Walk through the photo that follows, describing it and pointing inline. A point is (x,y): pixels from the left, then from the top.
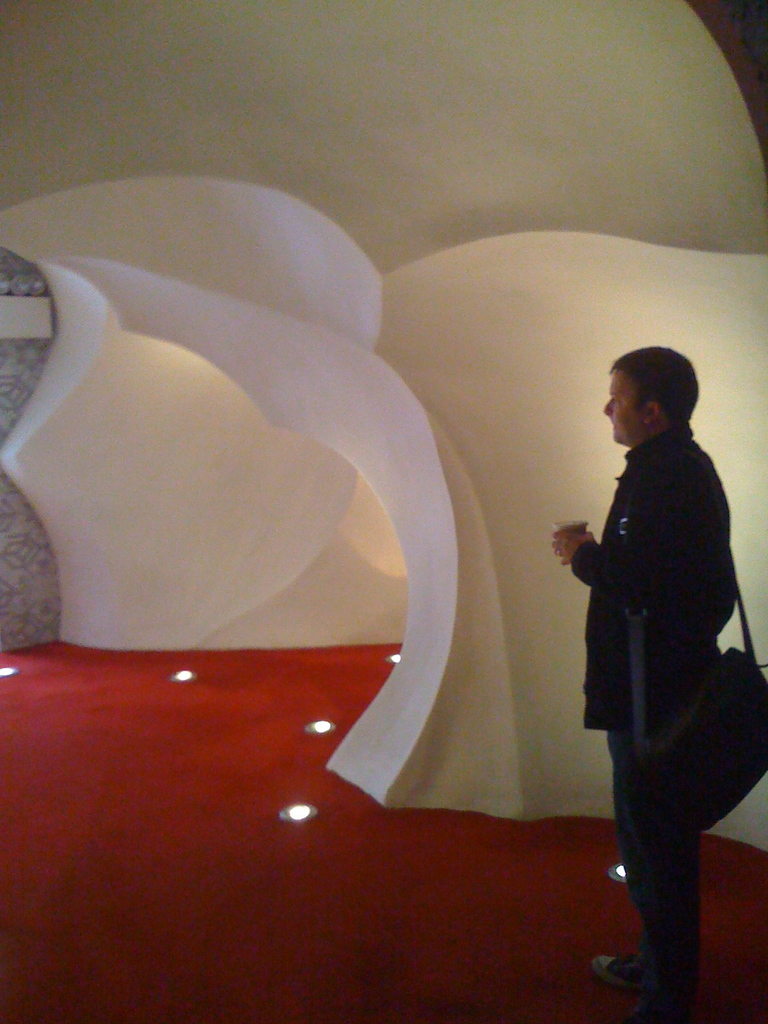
In this image there is a man (616,781) standing. He is wearing a bag (703,767). He is holding a glass (582,538) in his hand (557,545). In front of him there is a building (332,105) in the shape of the cave. There are lights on the floor (227,676). There is a carpet (141,885) on the floor (72,896).
